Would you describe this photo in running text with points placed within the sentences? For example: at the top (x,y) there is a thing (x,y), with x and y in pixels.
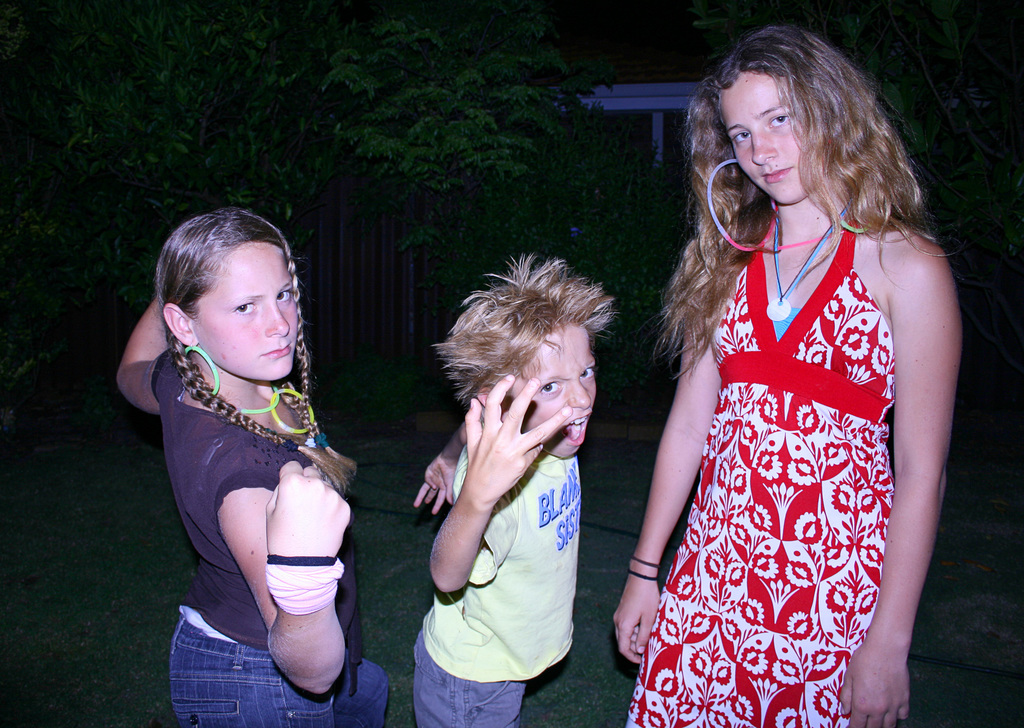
In this picture we can see two girls (838,310) and a boy (506,593). In the background (356,24) we can see an object (651,88) and trees (473,51).
